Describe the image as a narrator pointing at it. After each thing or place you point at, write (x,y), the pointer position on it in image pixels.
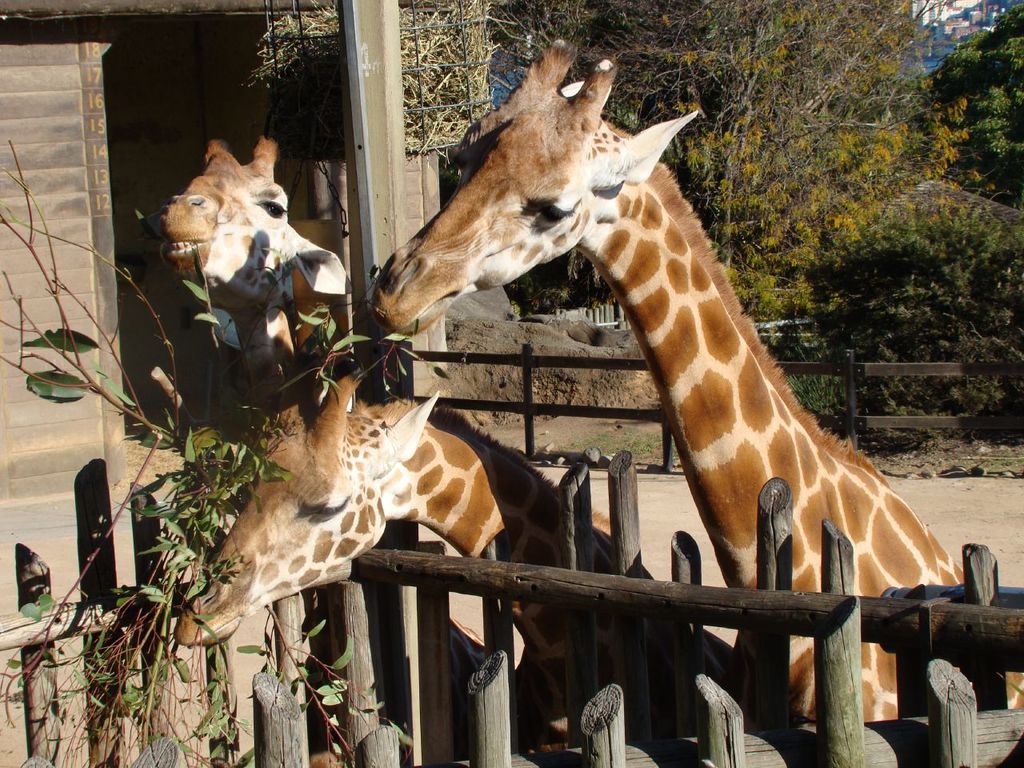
3 Giraffes (276,242) are eating the leaves (160,552) of a plant (209,541). On the right (941,133) there are trees (786,288).
